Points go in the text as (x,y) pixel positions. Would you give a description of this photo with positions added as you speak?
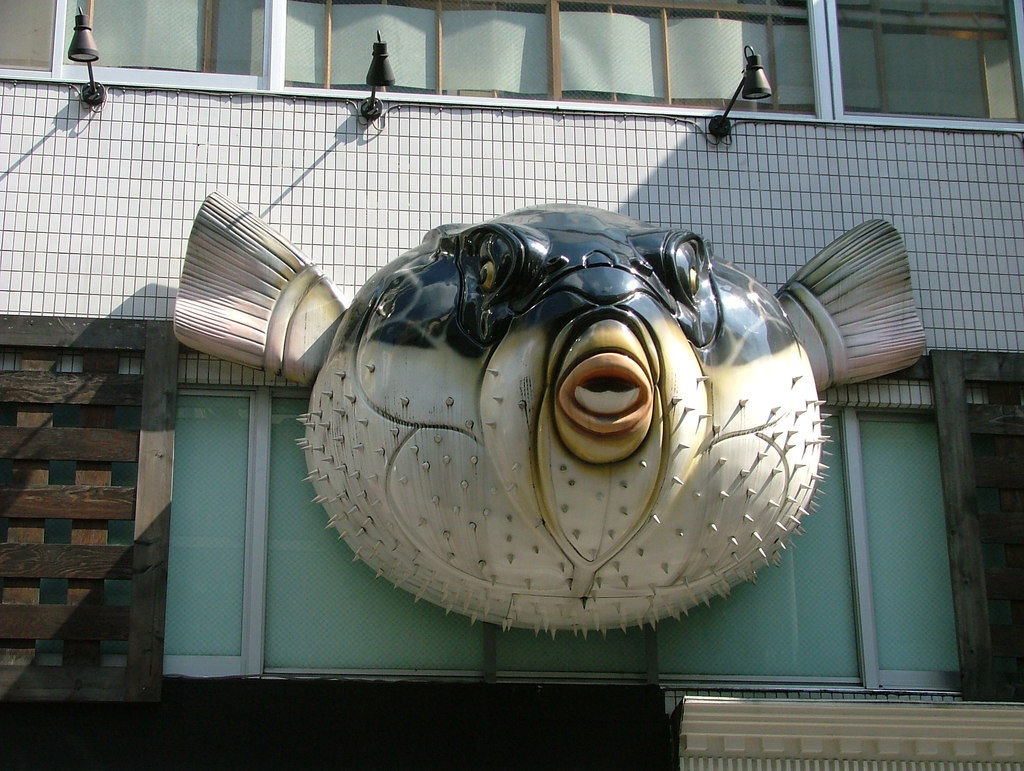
In this image there is a building (50,302), windows (236,48), lights (748,76), statue (602,466) and objects (975,623).
